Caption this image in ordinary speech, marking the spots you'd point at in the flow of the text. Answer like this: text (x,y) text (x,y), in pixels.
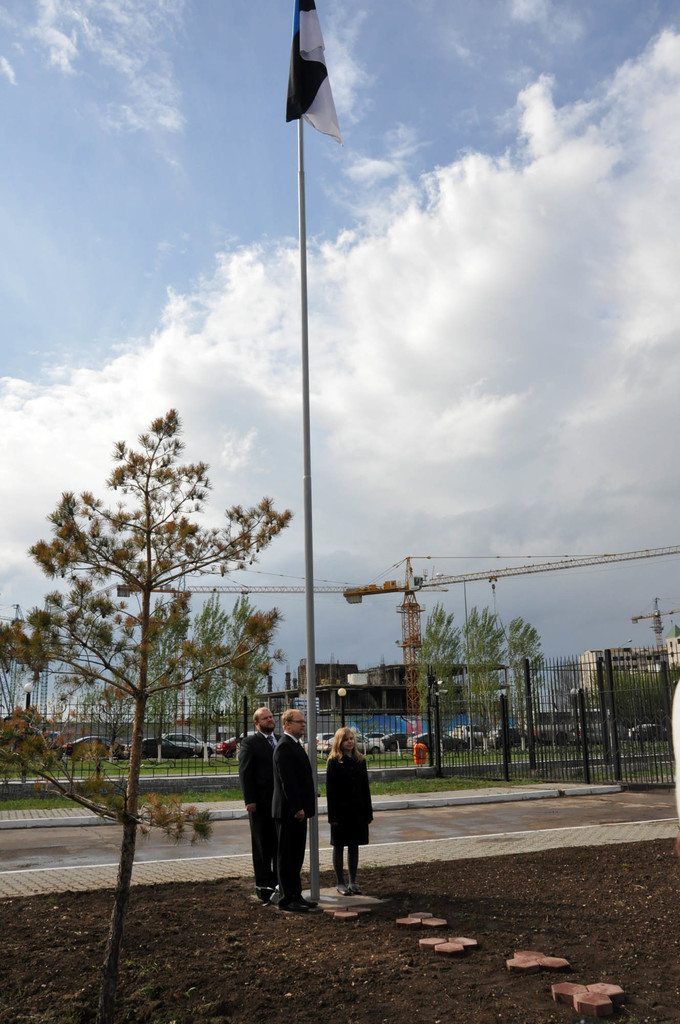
In this image I can see three persons (354,867) are standing and between them I can see a pole (312,555) and a flag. In the background (585,697) I can see fencing (373,715), a crane (410,604), number of trees (449,641), few buildings (677,636), clouds (653,563) and the sky (32,281). I can also see one more tree (53,576) in the front (205,491).
